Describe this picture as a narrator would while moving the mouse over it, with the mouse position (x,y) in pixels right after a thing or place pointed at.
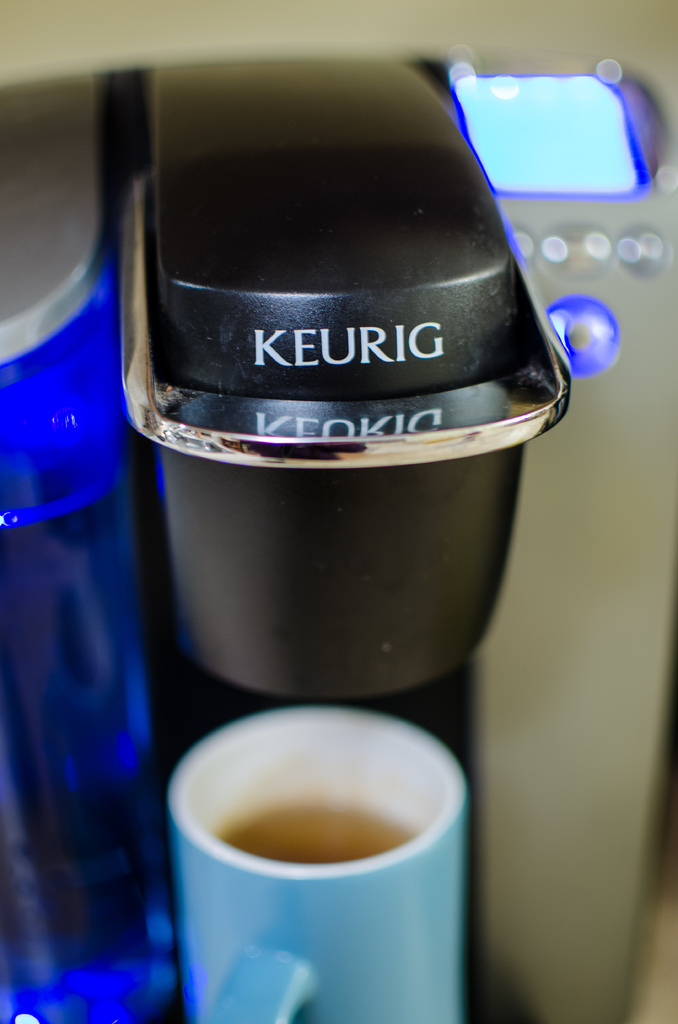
It is a coffee machine (440,390) there is a coffee cup (383,889) in blue color, at the bottom (375,937). On the right side (555,137) there is an electronic display (559,156) in blue color.
